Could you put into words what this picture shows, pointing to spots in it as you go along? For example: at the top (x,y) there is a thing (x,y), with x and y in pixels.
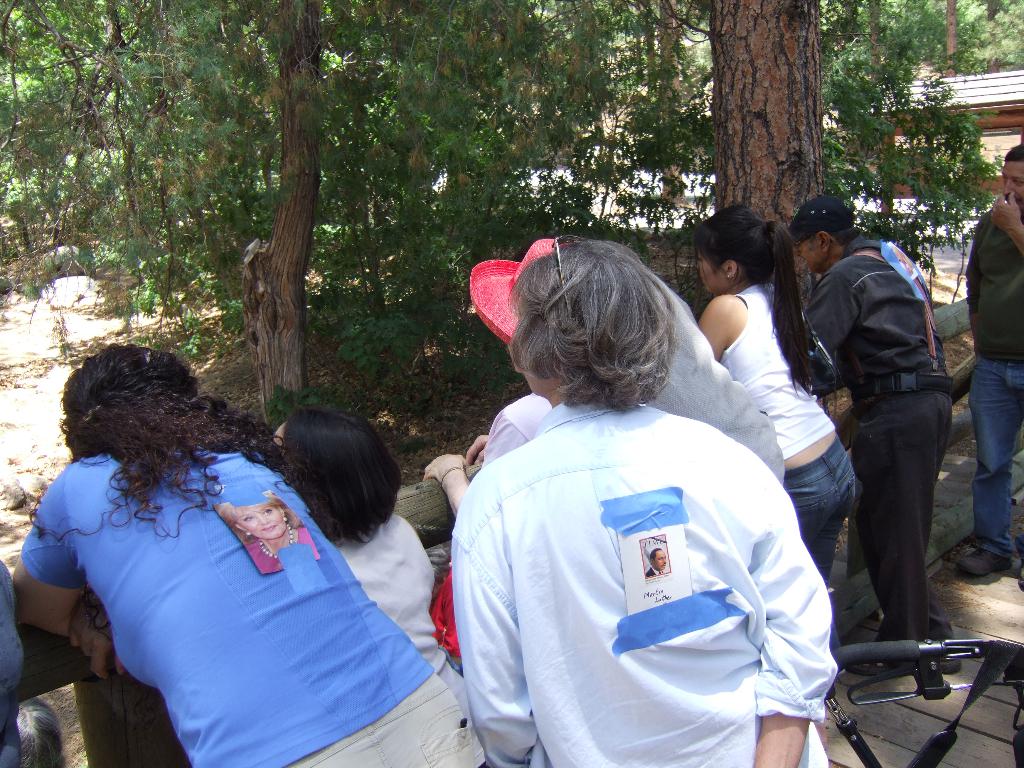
In this image there are a group of persons (772,412) standing, there is a wooden fence (428,512), there is an object (930,675) towards the right of the image (966,665), there is a wooden floor (990,715) towards the right of the image (995,734), there are trees (433,88) towards the top of the image (748,55), there is a tree trunk (736,84) towards the top of the image (749,68), there is ground (42,381) towards the left of the image (24,371).
